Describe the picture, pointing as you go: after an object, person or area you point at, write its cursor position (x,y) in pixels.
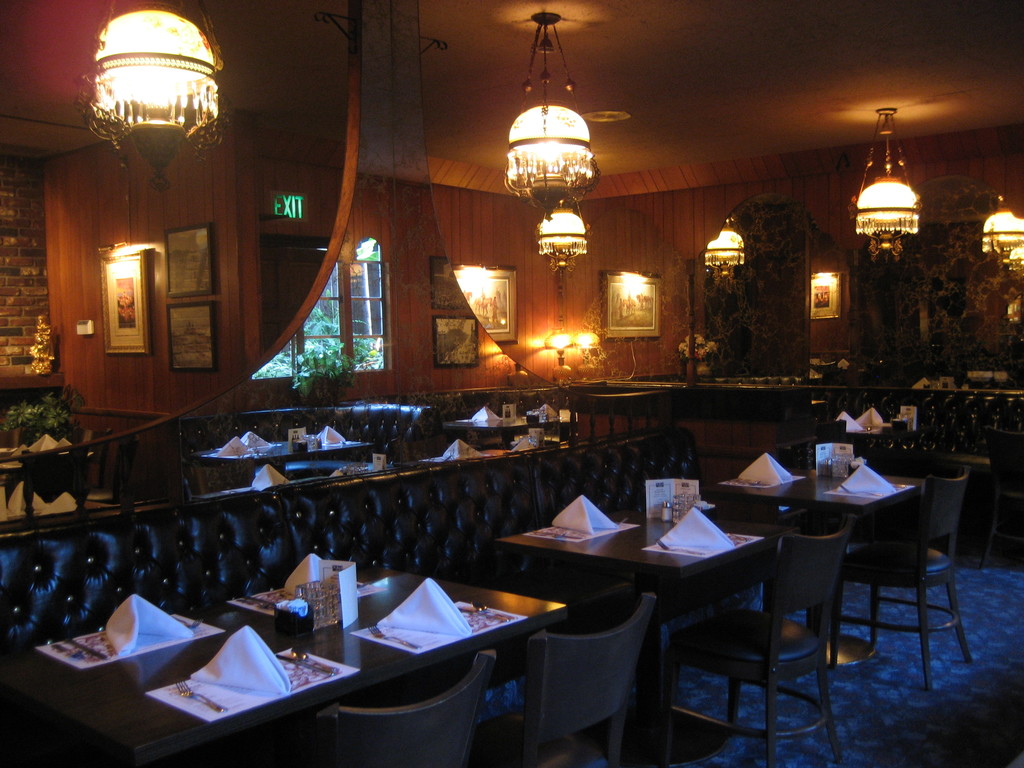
In the picture I can see tables (880,497), chairs (574,634), sofa sets (49,570), tables (301,648) upon which few things (185,683) are kept, I can see chandeliers (156,38), photo frames (137,278) on the walls (552,326), I can see lamps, I can see glass windows (290,358) through which I can see the plants (330,356) and exit board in the background (321,365).
